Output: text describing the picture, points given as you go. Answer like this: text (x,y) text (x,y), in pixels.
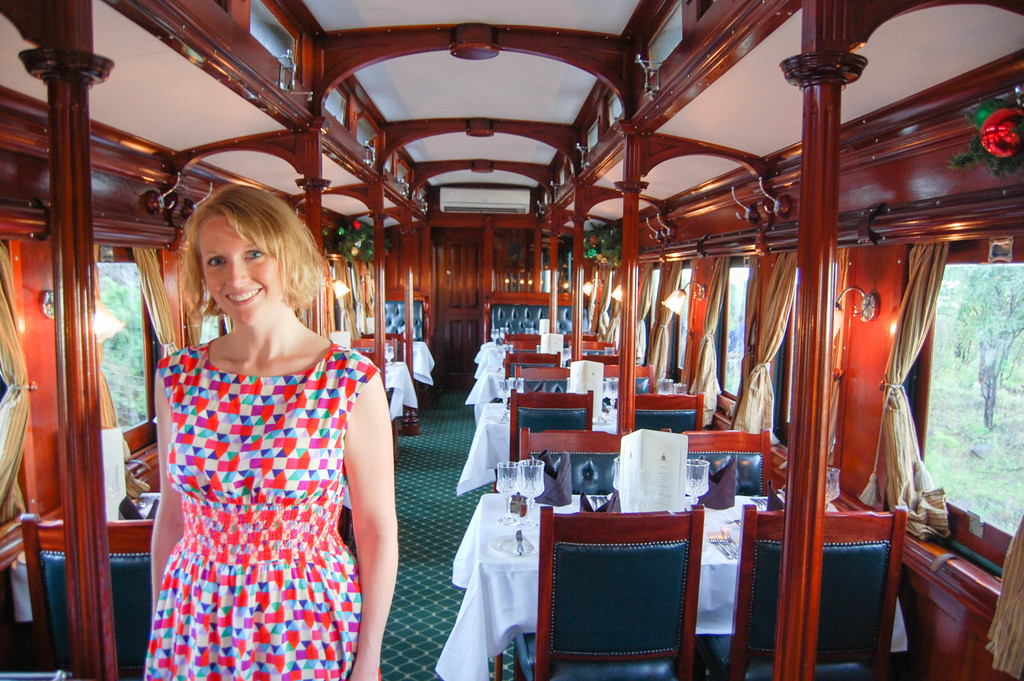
This is an inside view of a vehicle (670,165). Here a woman (277,460) is standing. She is watching and smiling. In this image, we can see chairs (776,617), tables (510,524), poles (65,429), curtains (6,364), glass windows (1007,414), lights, walkway (427,469), decorative objects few things (512,551) and door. These tables (481,555) are covered with white clothes (466,617). On top of that there are few objects (553,478) are placed.
